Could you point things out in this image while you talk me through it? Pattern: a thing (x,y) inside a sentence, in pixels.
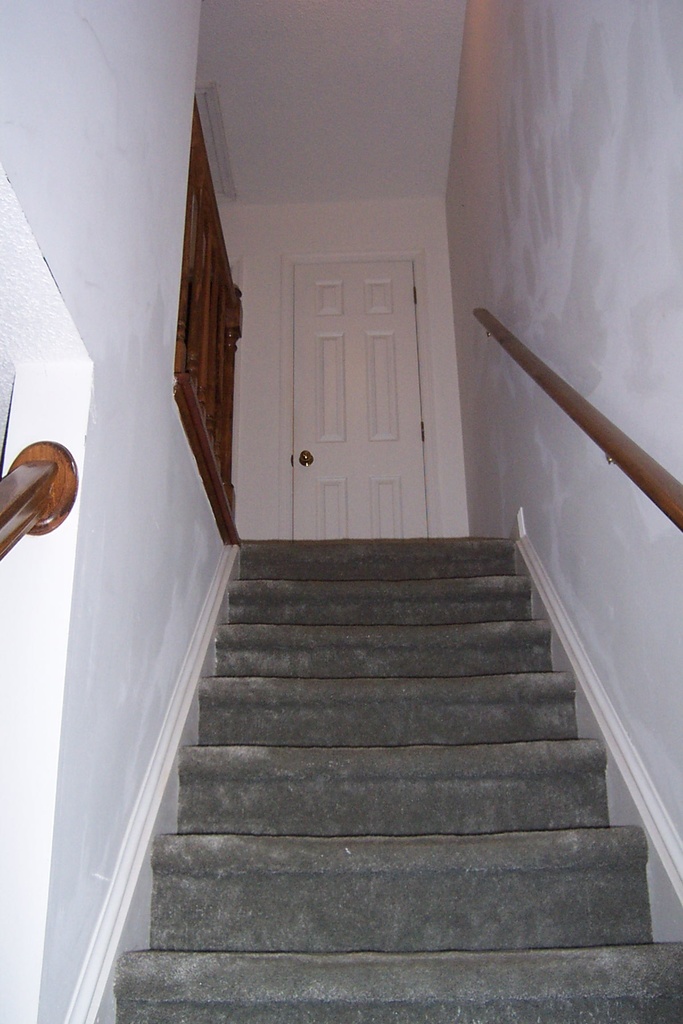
In this image I can see a staircase (315,691) and I can see a white color door (326,316) visible in the middle (395,386) and on the right side (603,403) I can see a white color wall (613,271) and on the left side (101,284) I can see a white color wall (160,292).
